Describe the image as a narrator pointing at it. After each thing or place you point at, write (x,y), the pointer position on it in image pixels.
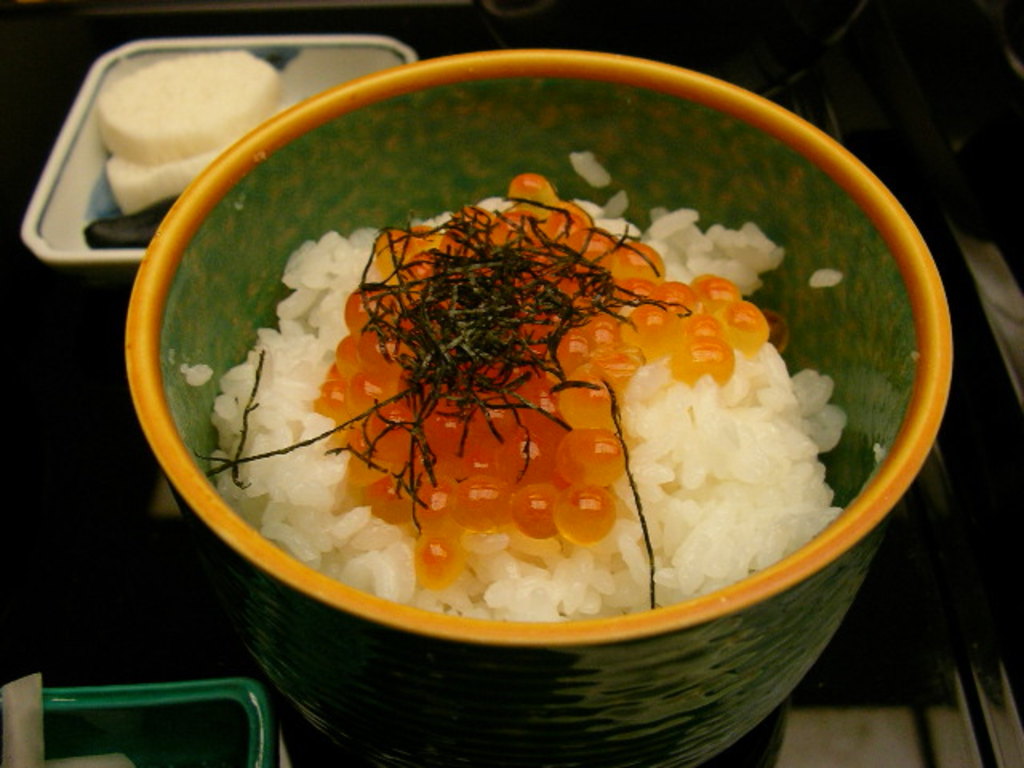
Here I can see two bowls (330,129) which consists of some food items (160,174). In the bottom left-hand corner (168,696) there is a green dish (213,694). The background (594,34) is dark.
